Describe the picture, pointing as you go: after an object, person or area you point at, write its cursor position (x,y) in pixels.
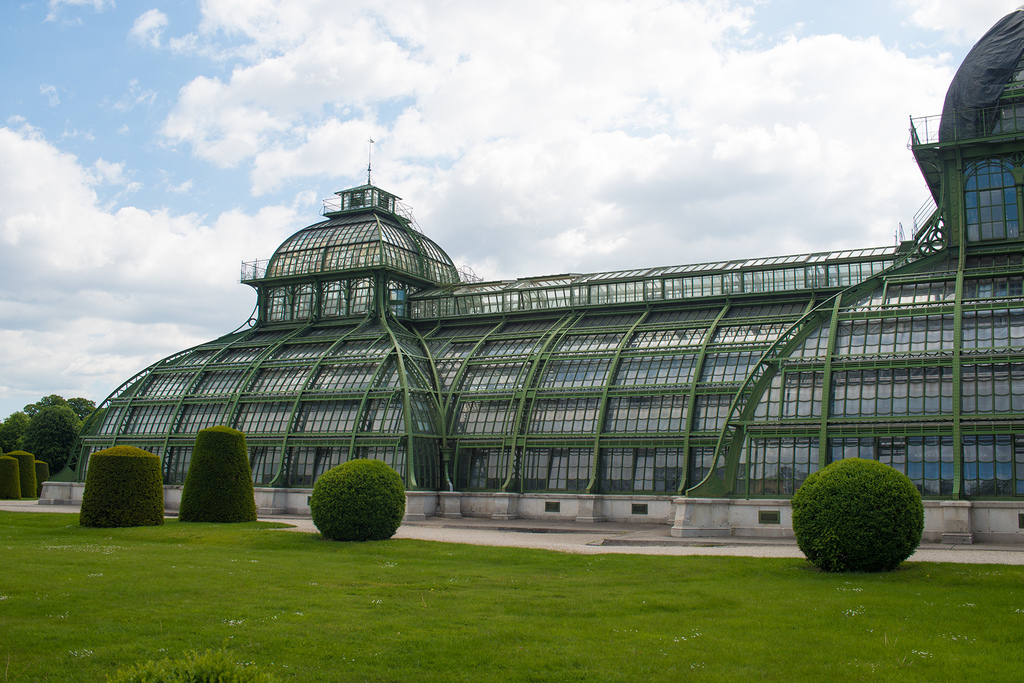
In the picture I can see a building (567,380), trees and grass (410,646). In the background (444,170) I can see the sky (421,178).
